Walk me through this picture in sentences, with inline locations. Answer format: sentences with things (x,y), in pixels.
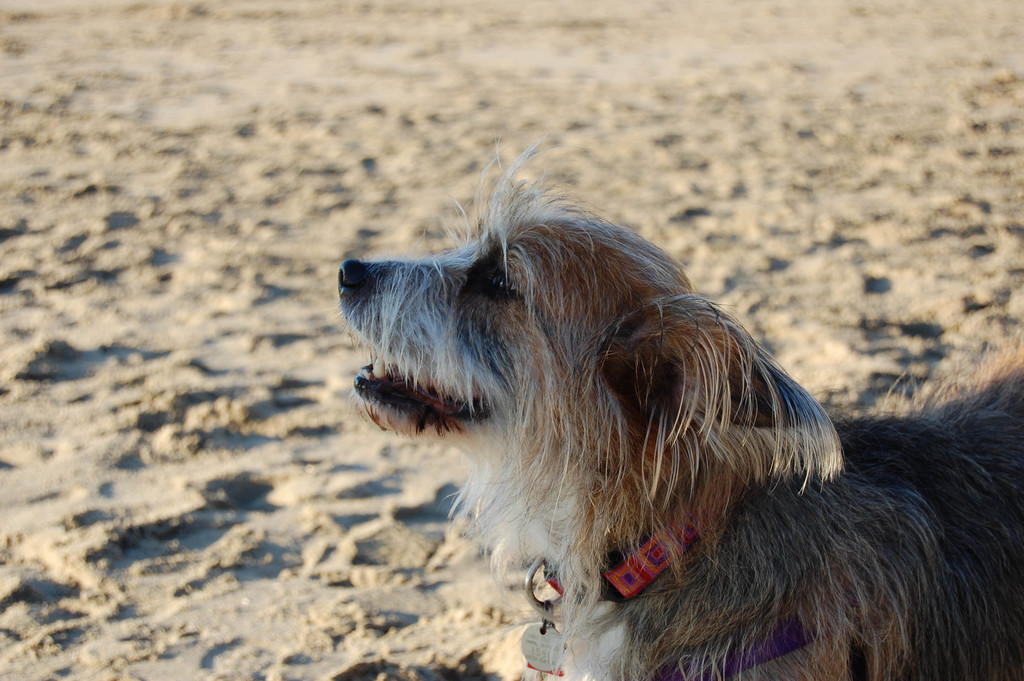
This image consists of a dog (595,473) in brown color. At the bottom (308,520), there is sand (315,406). And we can see a red belt (626,573) tied to the dog (598,641) along with a badge (535,661).
